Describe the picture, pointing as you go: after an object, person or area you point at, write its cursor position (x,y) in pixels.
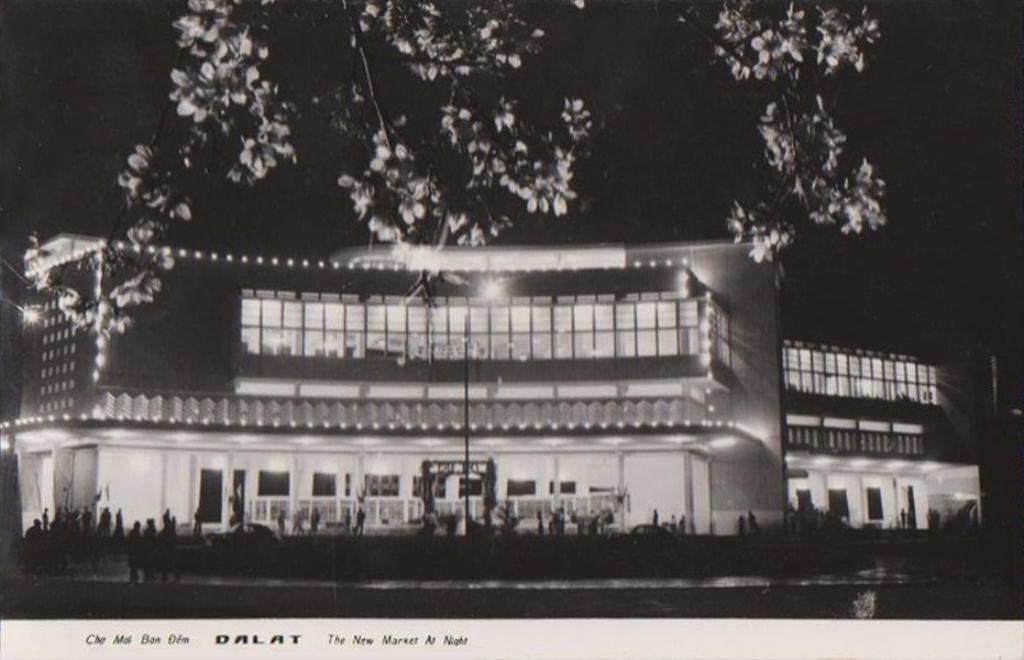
This picture might be taken from outside of the building (343,492). In this image, we can see group of people (99,543), pole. In the background (458,349), we can see a building (218,338), windows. At the top (595,40), we can see trees (467,141) and black color.
